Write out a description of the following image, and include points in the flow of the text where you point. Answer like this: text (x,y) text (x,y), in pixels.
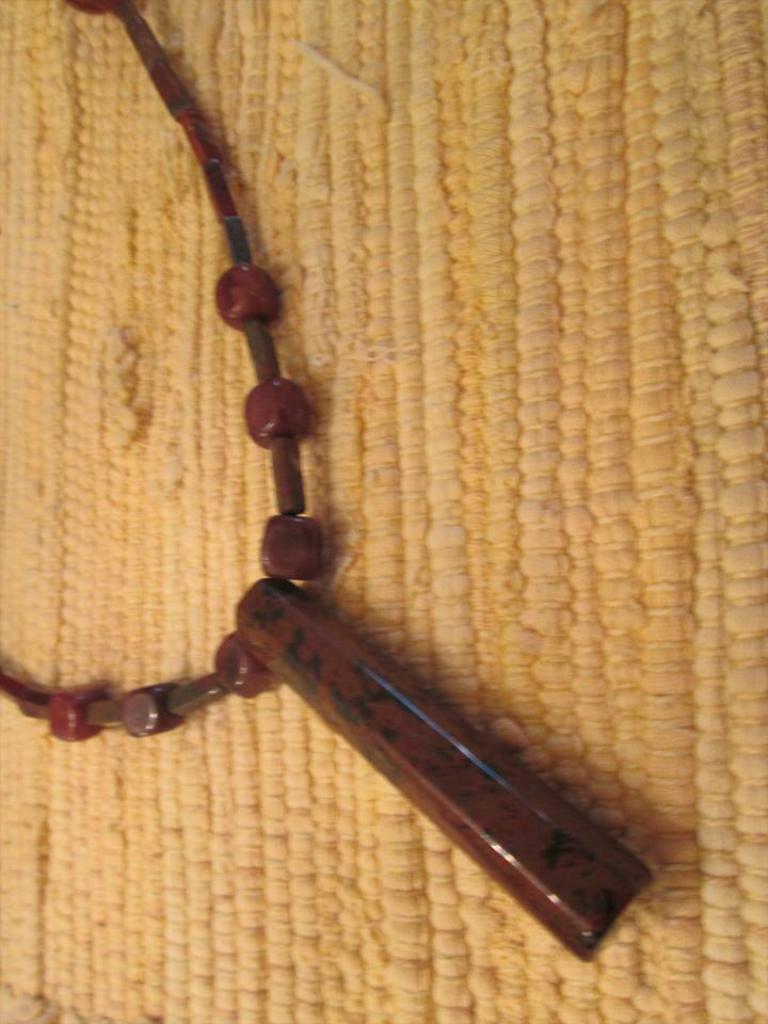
In this image there is an ornament (287,611) on the mat (463,400).
